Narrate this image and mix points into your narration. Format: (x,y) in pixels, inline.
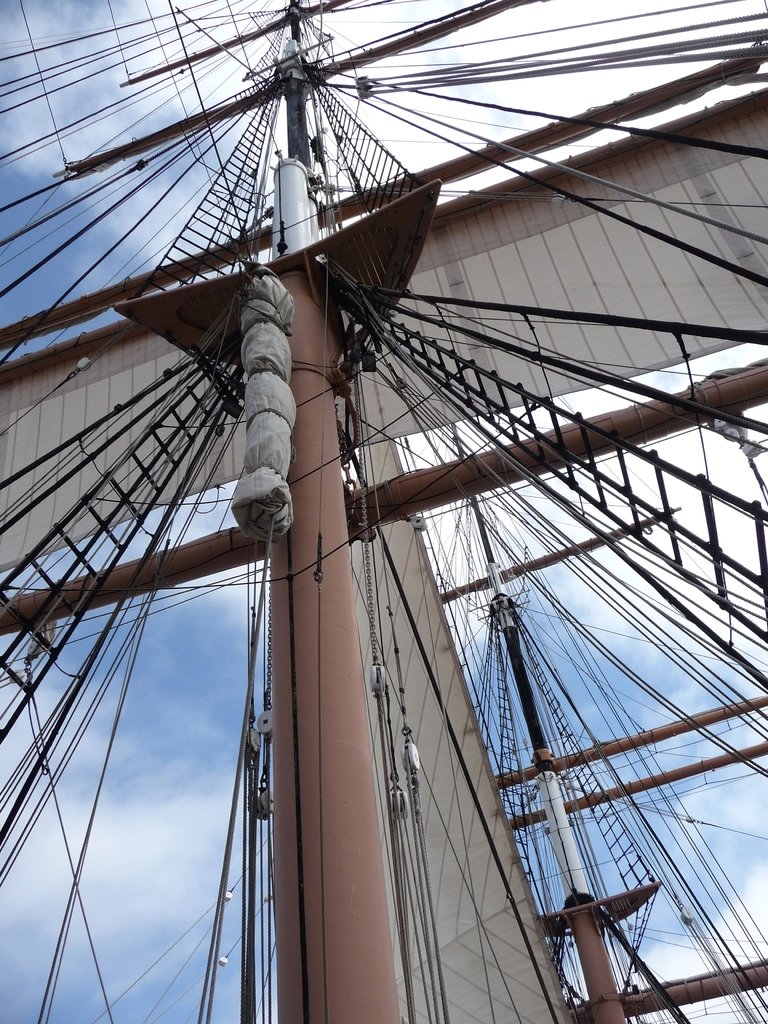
In this image I can see a part of a ship (366,693). There are few poles (350,663). To these poles (318,435) many wires (413,367), ropes (387,332) and ladders (757,633) are attached. In the background (186,736), I can see the sky (186,784) and clouds (148,809).
